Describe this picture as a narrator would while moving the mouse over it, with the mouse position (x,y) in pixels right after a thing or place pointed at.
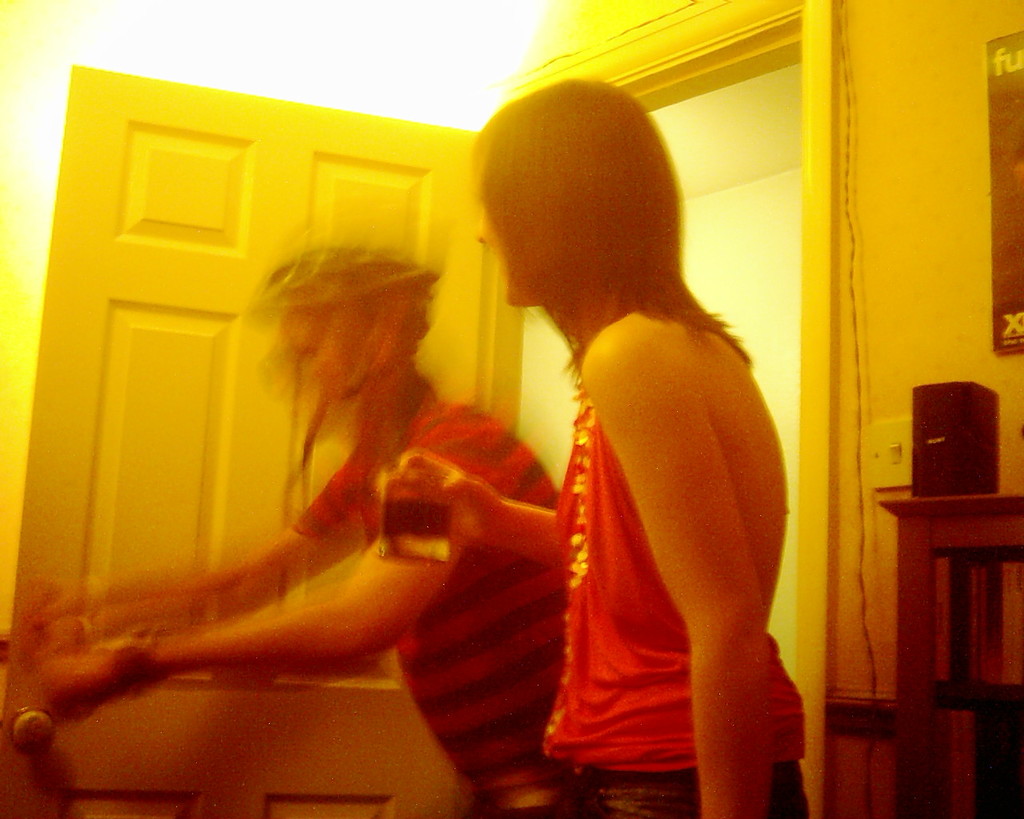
This image is taken indoors. In the middle of the image (390,298) a man (485,464) and a woman (638,314) are standing on the floor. A woman (453,523) is holding a glass (403,542) in her hand (456,508). In the background (12,271) there is a wall (968,110) with a picture frame (1011,198) and a door (238,394). On the right side of the image (978,415) there is a table (926,539) with a speaker box (945,454) on it.
